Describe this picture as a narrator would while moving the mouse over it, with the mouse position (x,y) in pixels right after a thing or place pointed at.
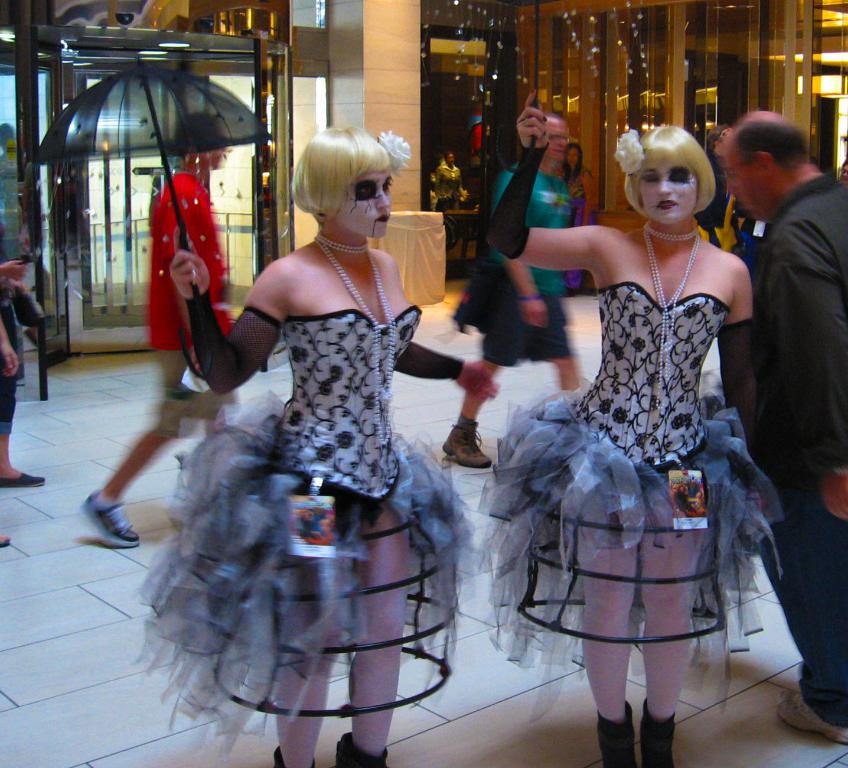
In this picture there are two girls (336,135) those who are wearing costumes (668,362) in the center of the image (354,334) and there are other people (831,320) in the background area of the image (210,276), there are doors (250,225) on the right (680,95) and left side of the image (254,213).
